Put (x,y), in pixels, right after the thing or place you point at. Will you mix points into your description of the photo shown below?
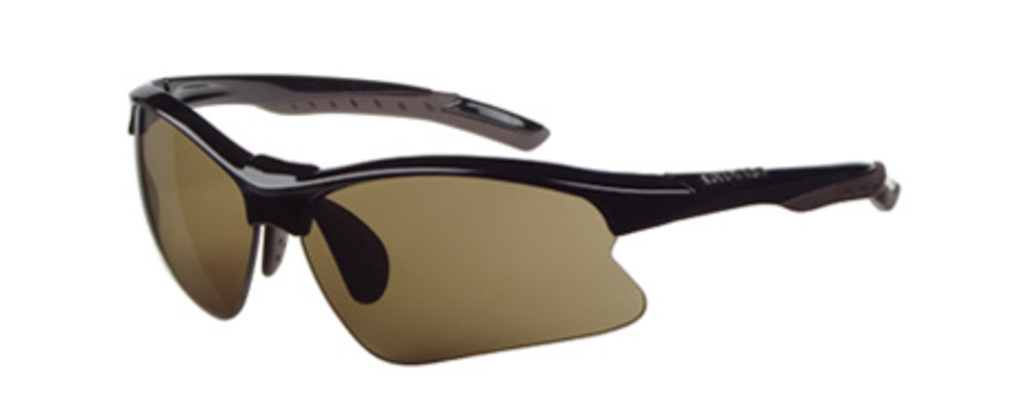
In this image I can see the goggles (366,245) which are in brown and black color. These are on the white color surface (375,361).
